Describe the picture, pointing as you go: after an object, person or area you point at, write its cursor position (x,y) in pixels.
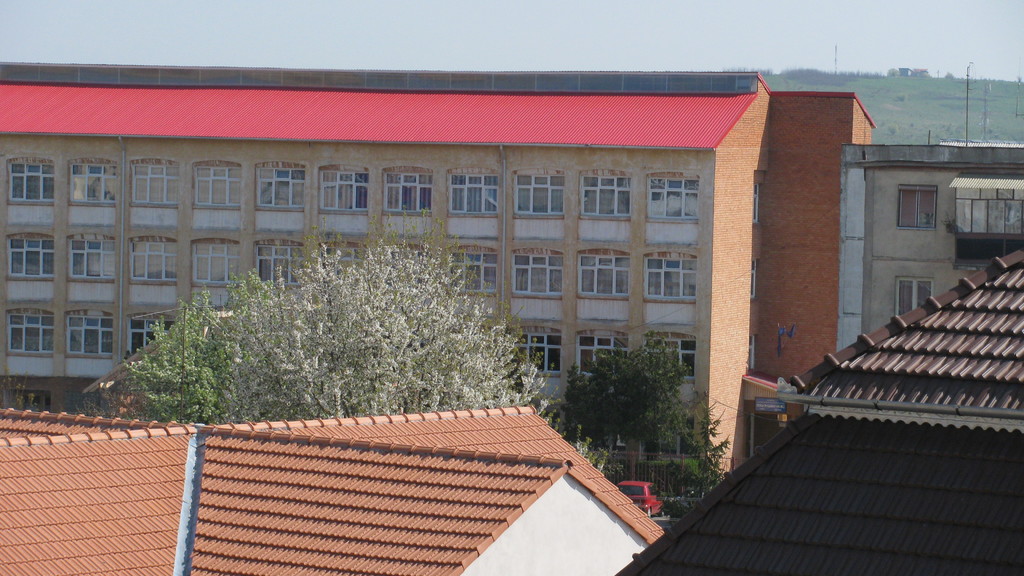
There are two houses (863,429) at the bottom of this image (638,520) and there are trees (540,379) in the background (505,387). We can see a building (486,244) in the middle of this image (604,241) and there is a sky (360,43) at the top of this image (479,47).
